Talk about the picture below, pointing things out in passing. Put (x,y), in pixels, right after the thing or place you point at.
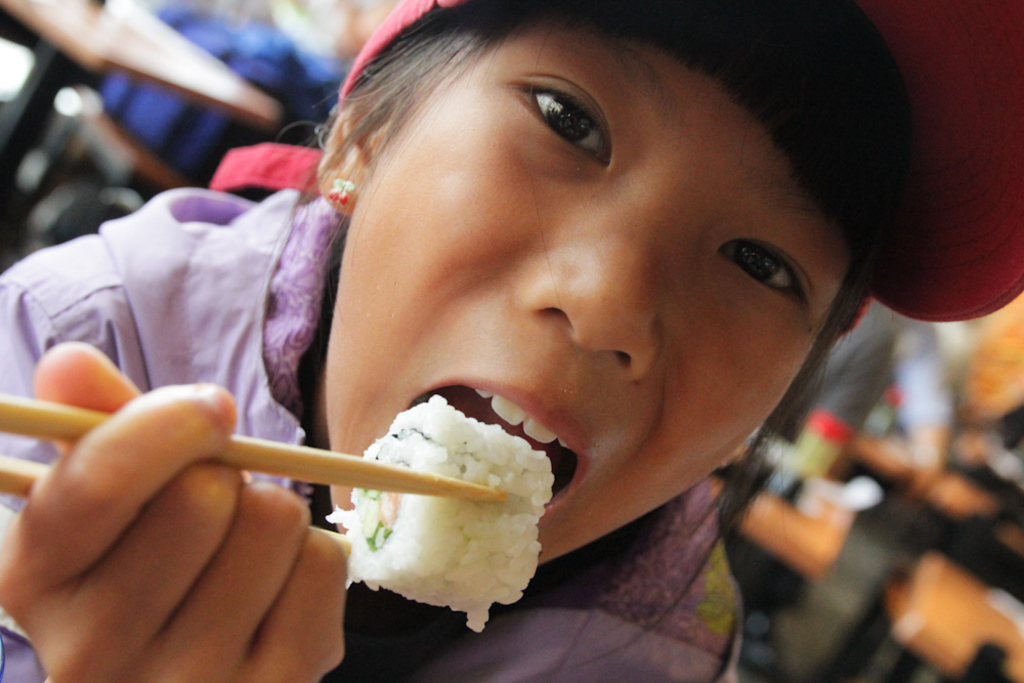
In this picture, we see a girl (25,634) with a cap (947,39) on her head (784,433) and eating food (539,490) with the help of a chopsticks (371,482).
